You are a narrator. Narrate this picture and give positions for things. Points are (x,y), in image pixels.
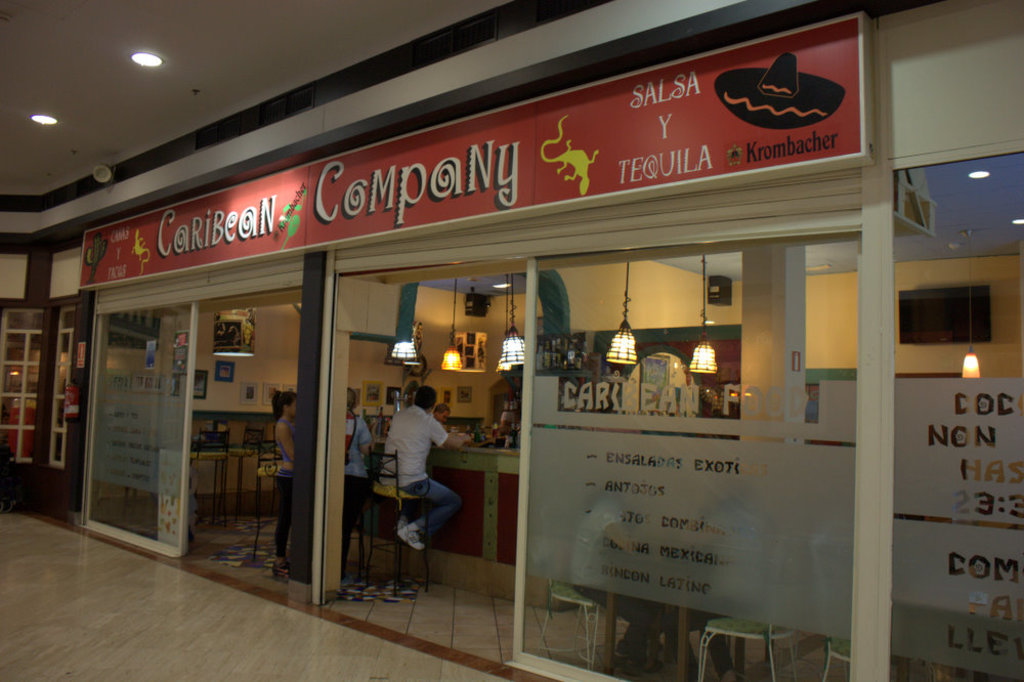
In this image we can see shop (525,293) with shutters (206,290). There are glass walls (828,420). On that something is written. Also there is a name board (471,174). There are few people (437,414) sitting on chairs (848,657). There are lights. On the ceiling (165,130) also there are lights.
